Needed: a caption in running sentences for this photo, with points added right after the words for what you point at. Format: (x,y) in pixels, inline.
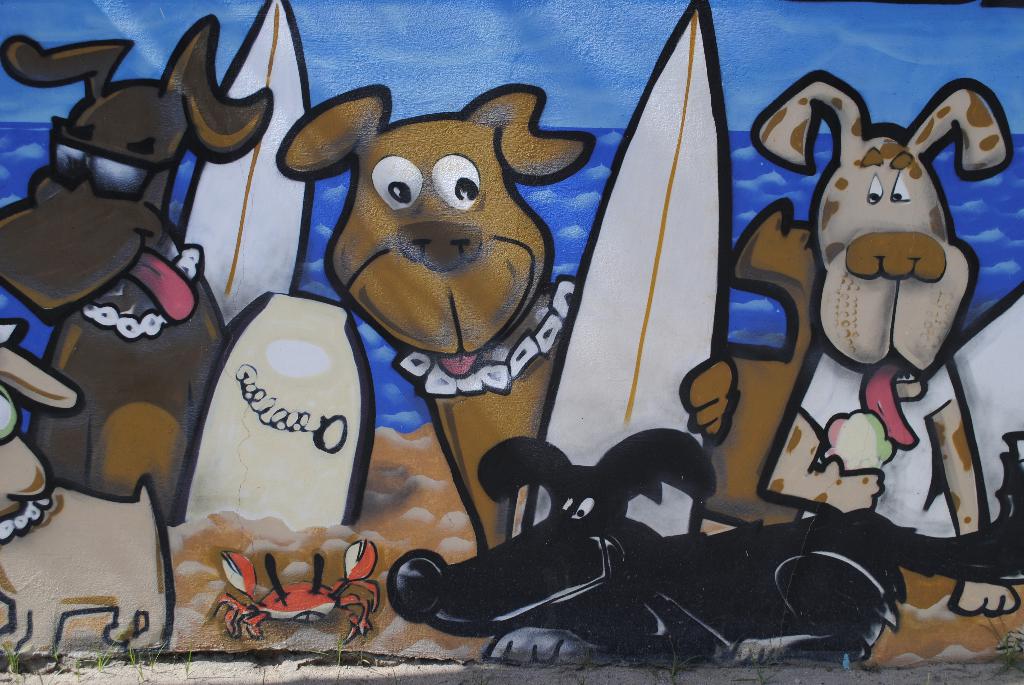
In this image there is a painting (406,316) on the wall (361,369).
